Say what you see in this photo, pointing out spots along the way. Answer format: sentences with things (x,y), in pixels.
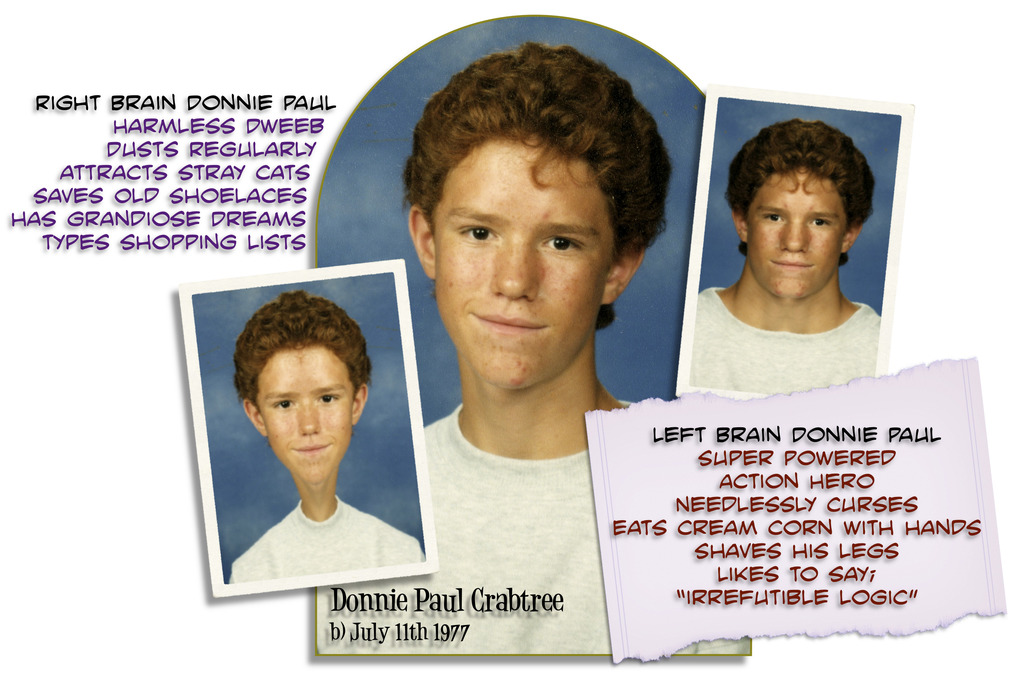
This image contains few photos (428,392) of a person (466,392) and some text (51,104) on it. Person (535,429) is wearing a white shirt (337,524). There is some text (867,573) on the right bottom of image (767,535). Left top there is some text (134,192) in violet and black colour.
